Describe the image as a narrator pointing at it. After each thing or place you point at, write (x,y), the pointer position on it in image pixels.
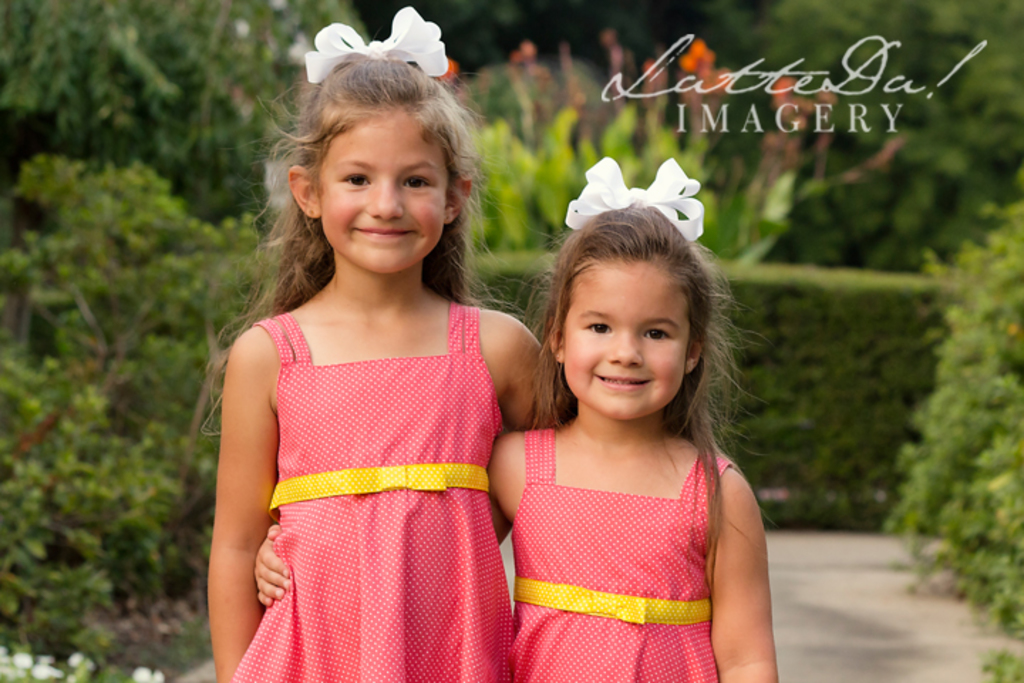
In this picture we can see two girls (386,257), they both are smiling and they wore white color ribbons (424,40), in the background (531,119) we can see few trees (195,277).
